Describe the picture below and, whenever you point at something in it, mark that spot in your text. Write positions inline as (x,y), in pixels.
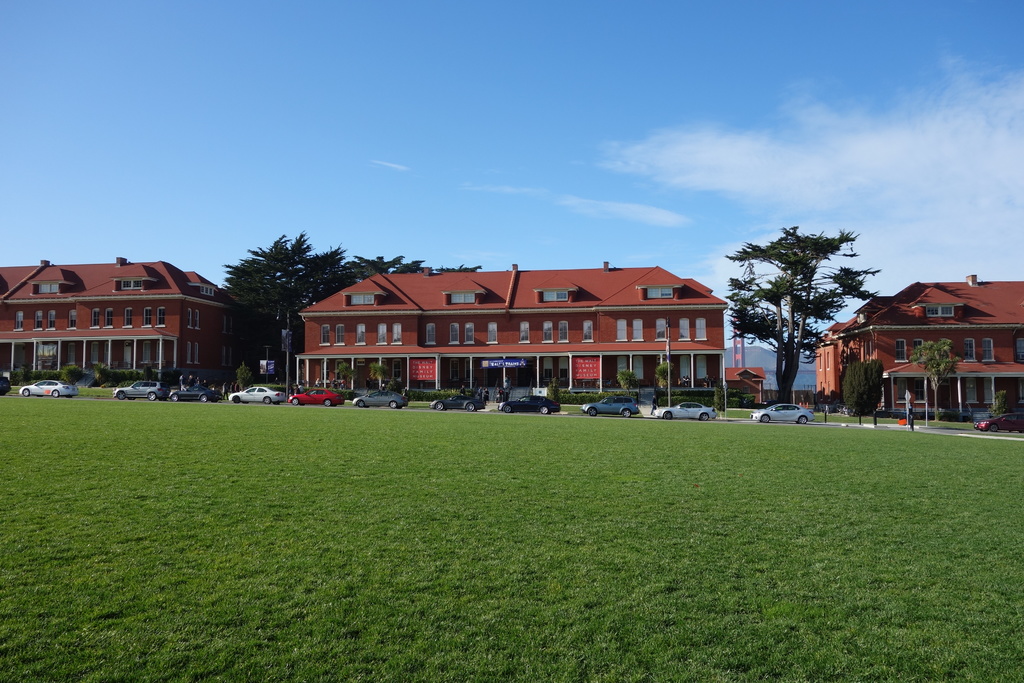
At the bottom (527,490) we can see grass (490,450) on the ground (435,432). In the background (530,380) there are vehicles (803,416) on the road (574,414), buildings (455,376), mountains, windows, poles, banners (516,364), hoardings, plants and clouds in the sky (387,177).
